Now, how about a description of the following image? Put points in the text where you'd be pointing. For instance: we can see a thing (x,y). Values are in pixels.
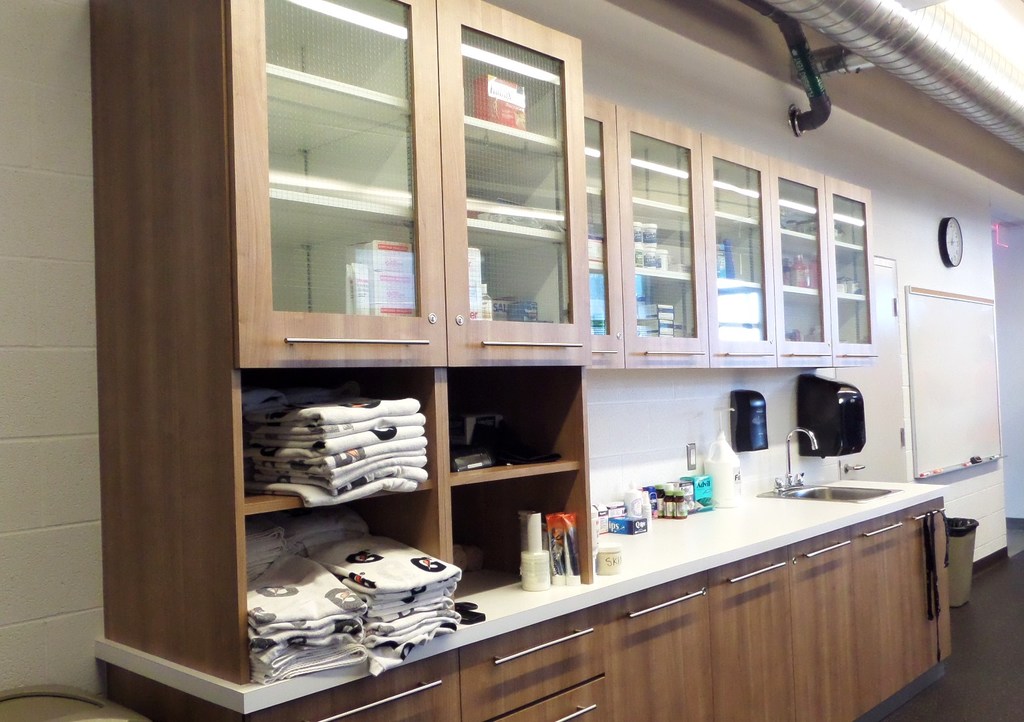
In this picture there are cupboards (288,137) at the top (628,122) and bottom side of the image (902,598) and there is a sink (833,501) on the right side of the image (851,487), there is a rack (154,571) on the left side of the image (109,595), in which there are clothes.
